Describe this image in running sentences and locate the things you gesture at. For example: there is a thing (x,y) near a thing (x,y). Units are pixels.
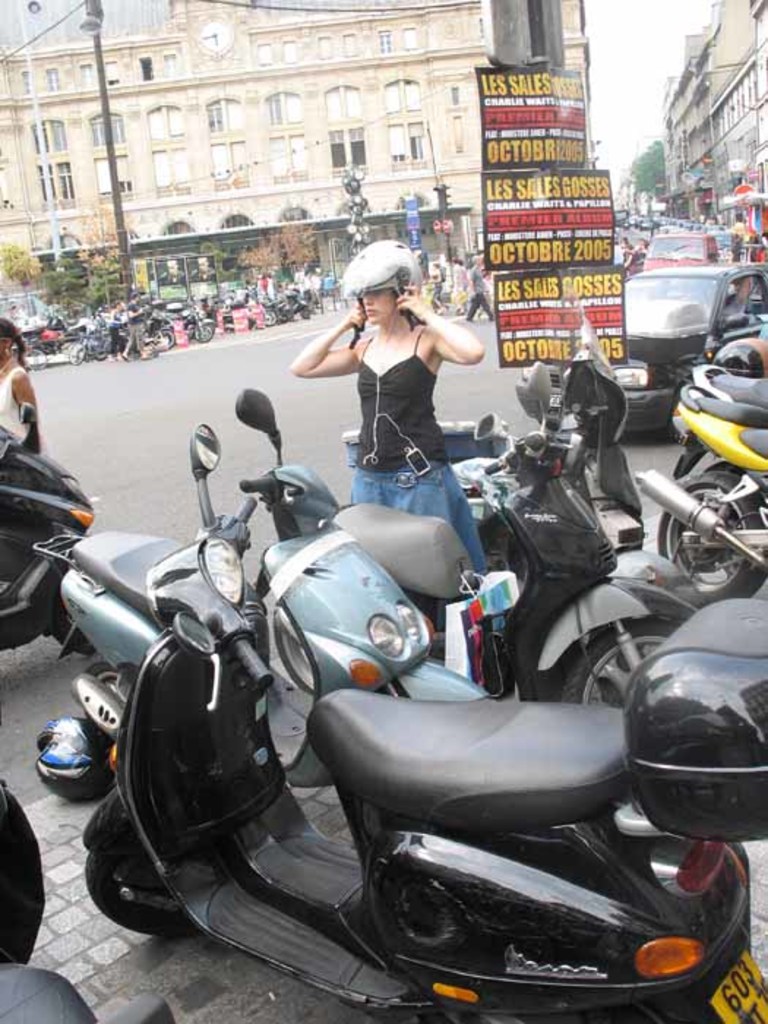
In the middle (430,508) a beautiful woman (474,336) is standing near the Scooty (490,519), she wore a black color top (428,388) and adjusting her helmet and here it is a very big building (323,125).
